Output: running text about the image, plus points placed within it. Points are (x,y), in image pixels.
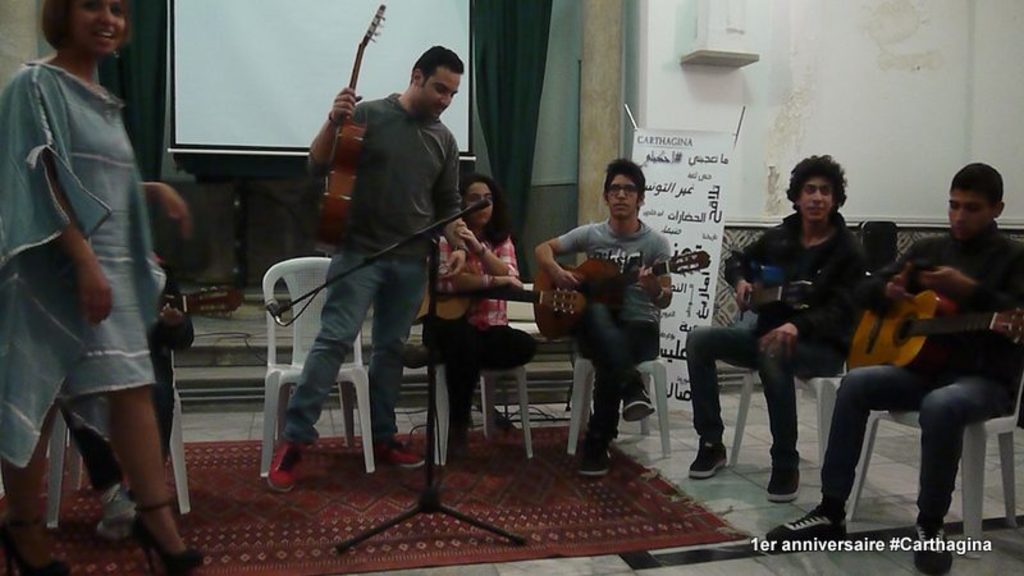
In this image we can see some people (967,235) in a room (575,212). We can see some people (704,386) sitting and holding musical instruments (697,257). There is a banner (711,252) with text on it and in the background (256,116), we can see a projector screen (283,128).
